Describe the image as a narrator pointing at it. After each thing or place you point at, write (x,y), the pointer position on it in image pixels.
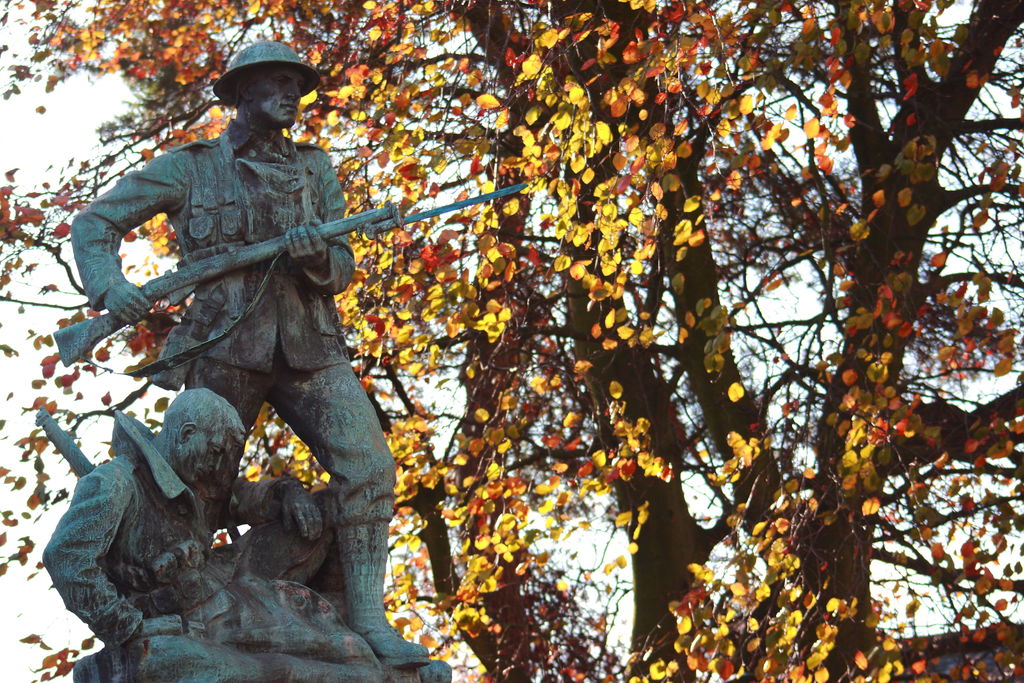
This is a sculpture (250,577) of the man (295,357) standing and holding a weapon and the other man (173,457) sitting. These are the trees (740,381) with branches (811,166) and leaves (577,167). These leaves (535,66) look yellow and reddish in color.
